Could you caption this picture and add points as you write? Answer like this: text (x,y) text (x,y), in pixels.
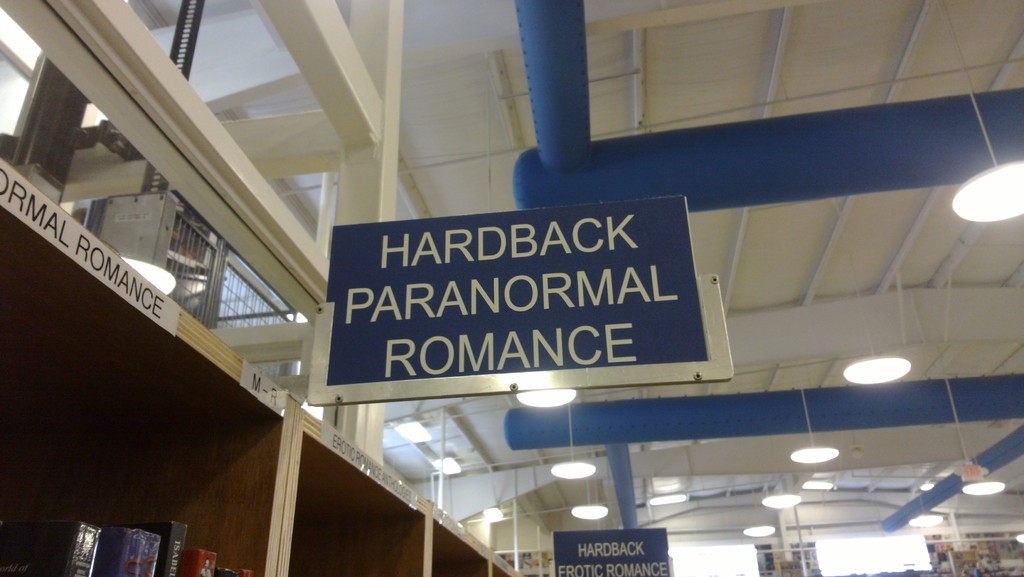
In this image we can see some name boards (558,305), lights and other objects (709,418). At the bottom of the image (201,573) there are some books (193,556) in the shelf (366,517). At the top of the image (611,74) there is the ceiling (609,86) with some rods (573,127).
